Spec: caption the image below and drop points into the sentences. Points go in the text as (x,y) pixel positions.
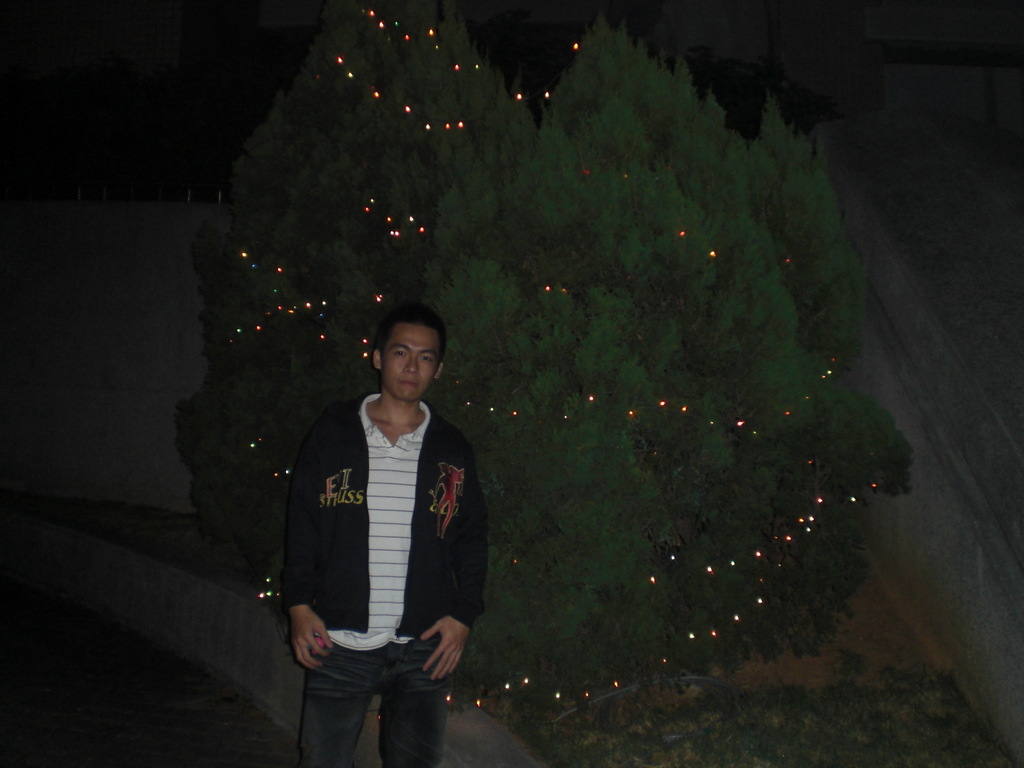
In this image we can see a man (422,554) standing on the ground (285,758). We can also see some plants (818,728), a tree (317,117) with some decorative lights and a wall (125,457).
